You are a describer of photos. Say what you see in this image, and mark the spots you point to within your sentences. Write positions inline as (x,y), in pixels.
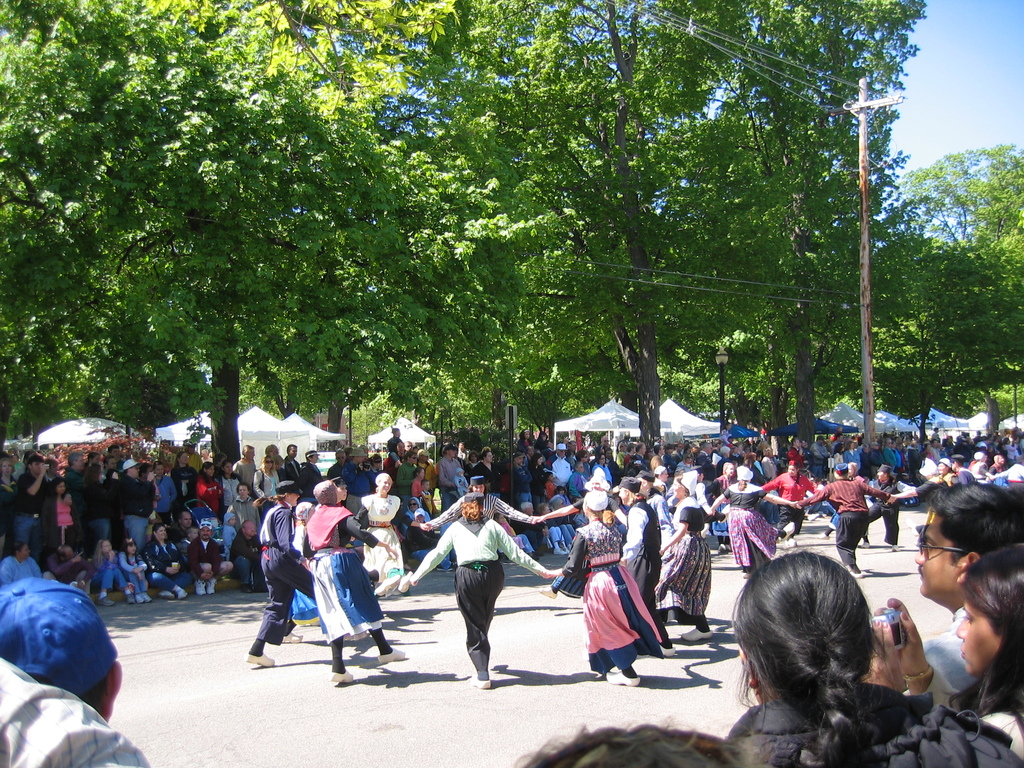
In the picture I can see a group of people (704,444). I can see a few of them dancing on the road (131,729) and a few of them are standing on the side of the road (526,575). There is a woman (858,618) on the bottom right side (1013,644) and she is holding the camera (895,615) in her hands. I can see an electric pole (870,220) on the right side of the picture (859,236). In the background (894,265), I can see the tents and trees (894,265).
